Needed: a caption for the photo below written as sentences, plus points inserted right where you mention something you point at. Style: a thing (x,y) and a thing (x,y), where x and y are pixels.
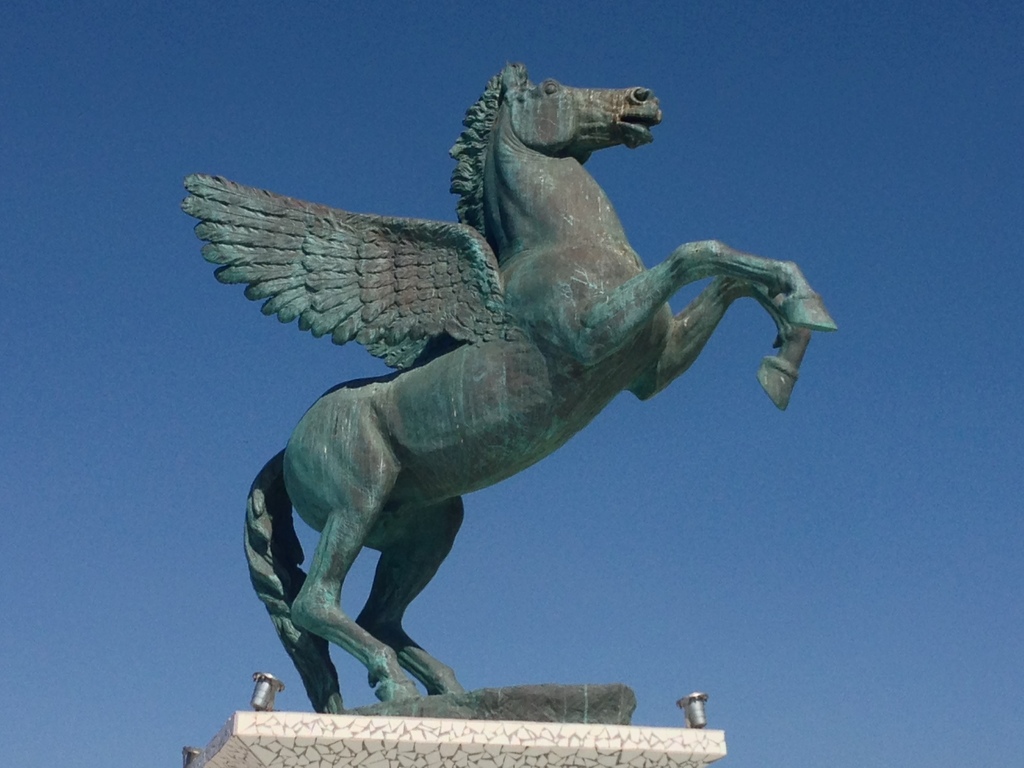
In this image we can see a statue (394,480) and in the background (26,271), we can see the sky (744,218).
